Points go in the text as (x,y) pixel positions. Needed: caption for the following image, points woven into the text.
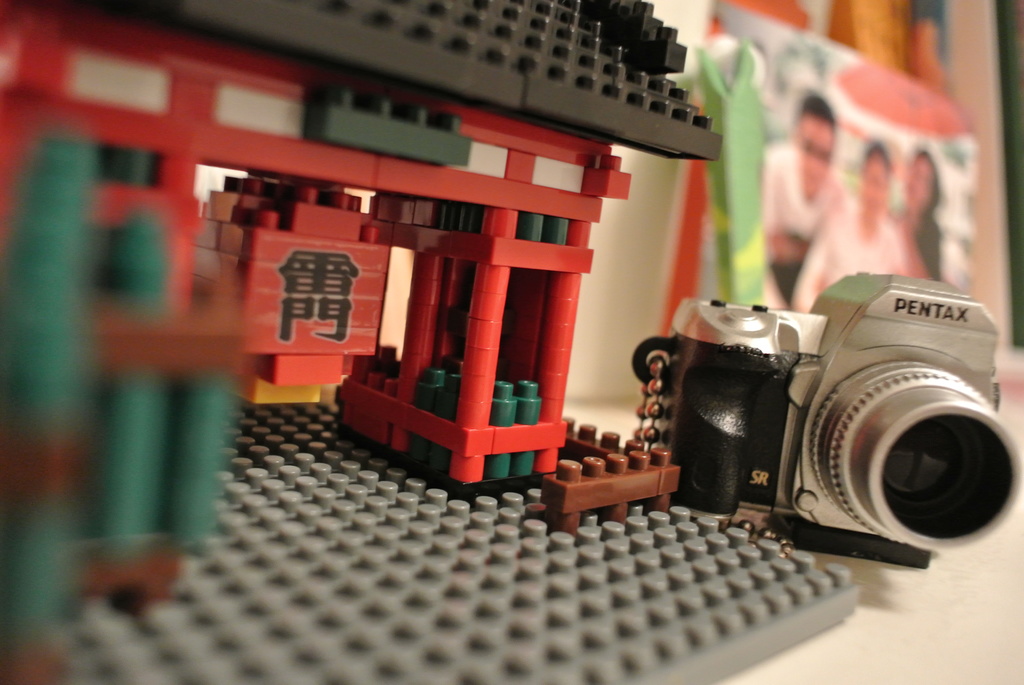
At the bottom of the image (913,617) there is a table (922,623) and we can see lego toy (563,558), camera (755,476) placed on the table (877,635).
